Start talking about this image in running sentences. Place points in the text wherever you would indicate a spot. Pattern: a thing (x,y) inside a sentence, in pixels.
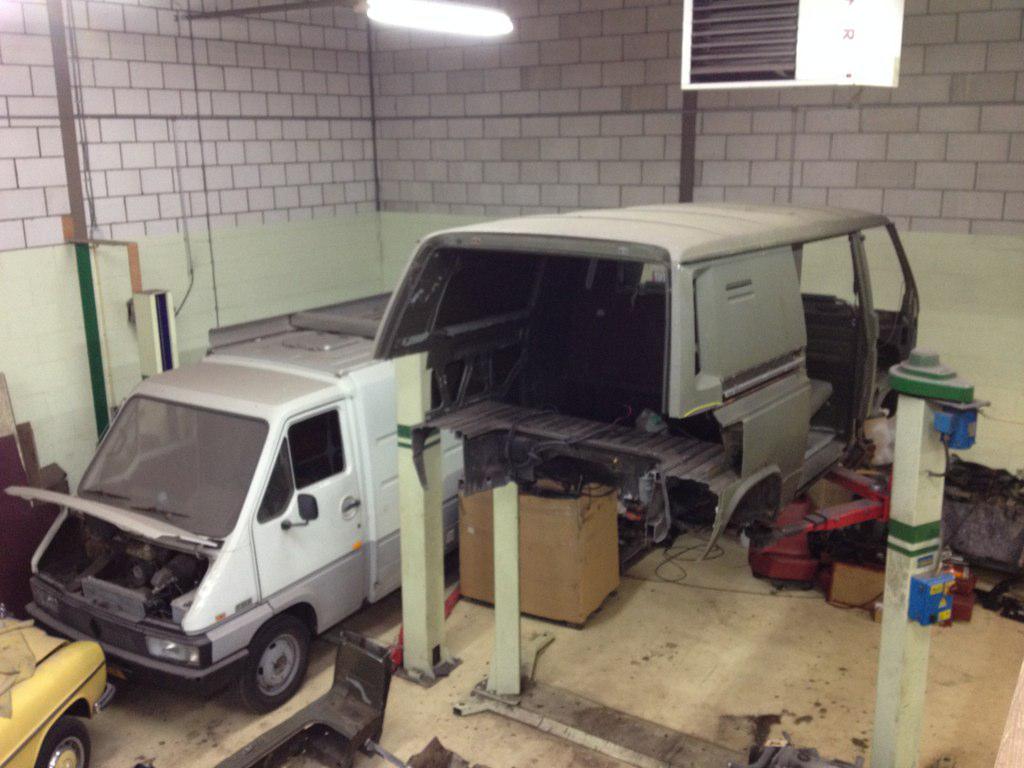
In this image we can see vehicles (20,741), poles (890,752), and few objects (967,440). In the background (396,231) we can see walls (490,122) and a light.
